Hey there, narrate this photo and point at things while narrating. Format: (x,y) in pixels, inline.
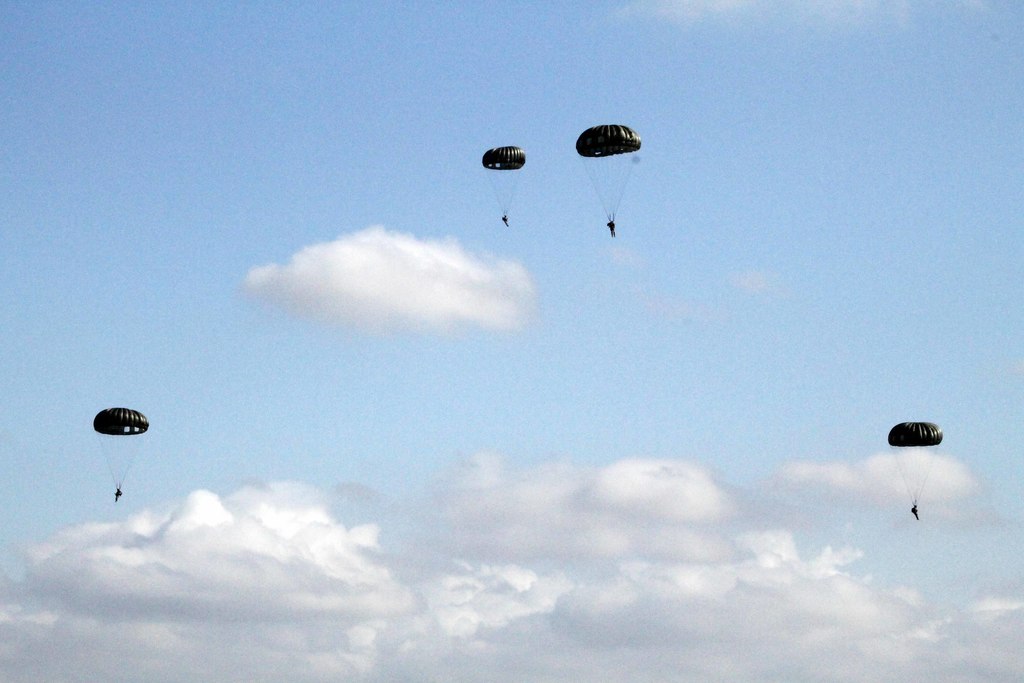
In this image I can see people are in the air (311,303) along with parachutes (123,416). In the background of the image (756,306) there is a cloudy sky (627,518).
